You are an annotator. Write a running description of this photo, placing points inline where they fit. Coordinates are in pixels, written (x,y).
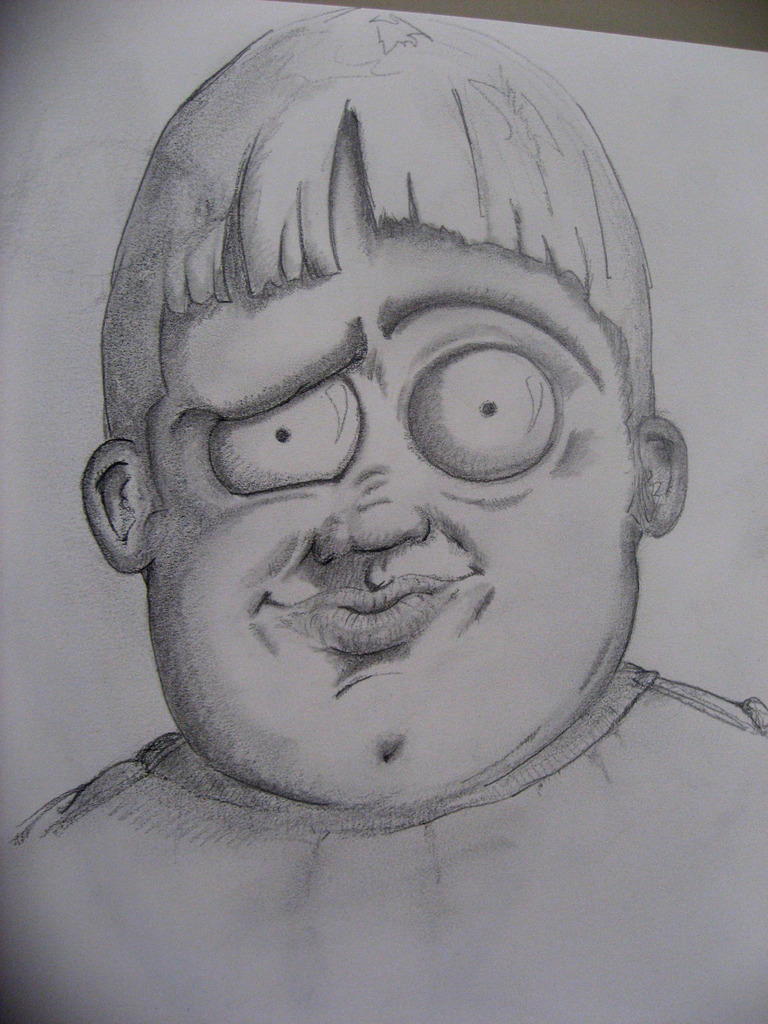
This is a painting of a person (253,447) on a white color paper (168,114) as we can see in the middle of this image (353,501).
